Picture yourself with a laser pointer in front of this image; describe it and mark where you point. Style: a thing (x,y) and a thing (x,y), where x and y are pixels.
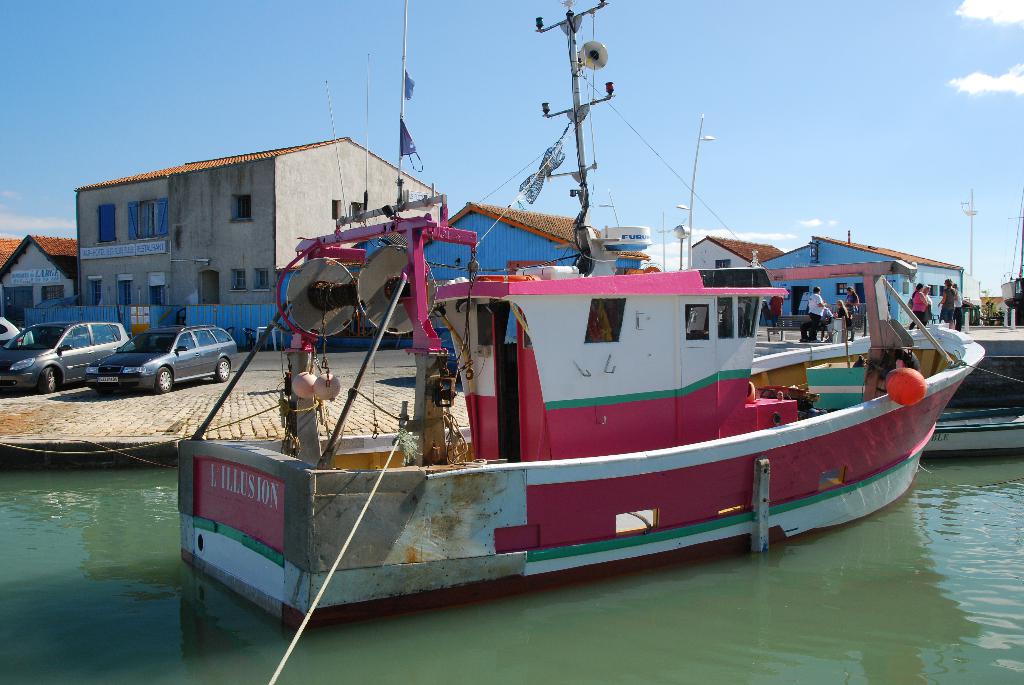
In the center of the image (574,289), we can see a boat (489,390) on the water (614,658) and in the background (144,213), there are buildings (136,231), vehicles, benches (799,317), poles (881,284) and some people (926,303). At the top (851,160), there are clouds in the sky (644,113).
